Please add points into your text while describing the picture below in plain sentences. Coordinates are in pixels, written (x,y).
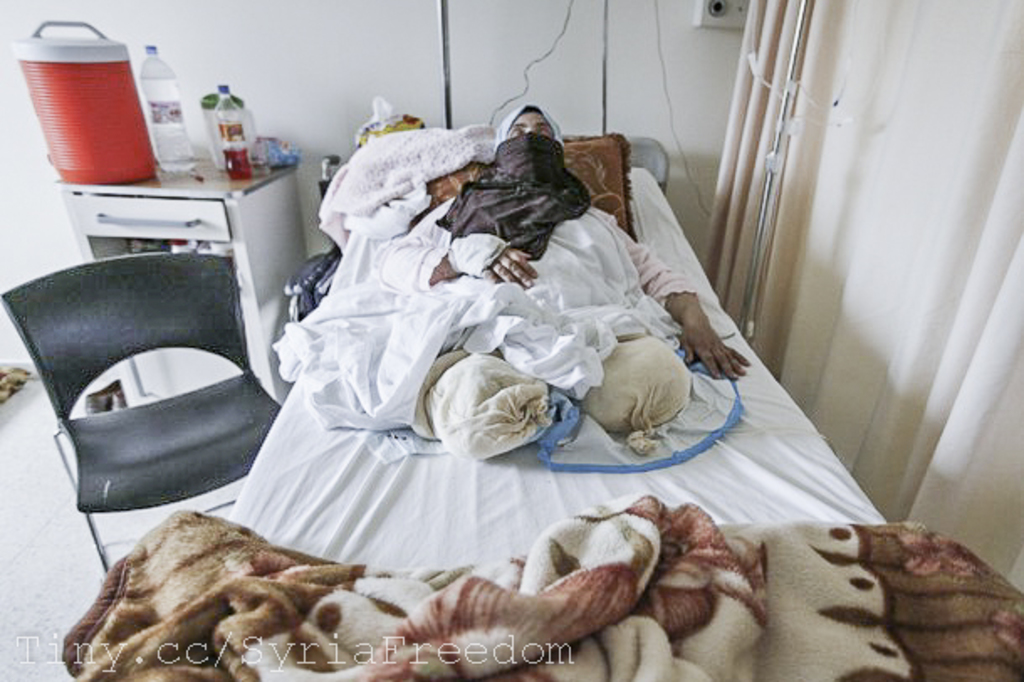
In this picture I can see a person (519,260) is sleeping on the bed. This person (503,275) is covered with clothes (488,296). Here I can see a blanket (572,630). On the left side (182,321) I can see a chair (178,308) and a table (171,368) which has bottles (176,133) and other objects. On the right side (958,213) I can see a curtain (870,306). Here I can see a watermark (252,634). In the background (302,204) I can see a white color wall (423,39).
